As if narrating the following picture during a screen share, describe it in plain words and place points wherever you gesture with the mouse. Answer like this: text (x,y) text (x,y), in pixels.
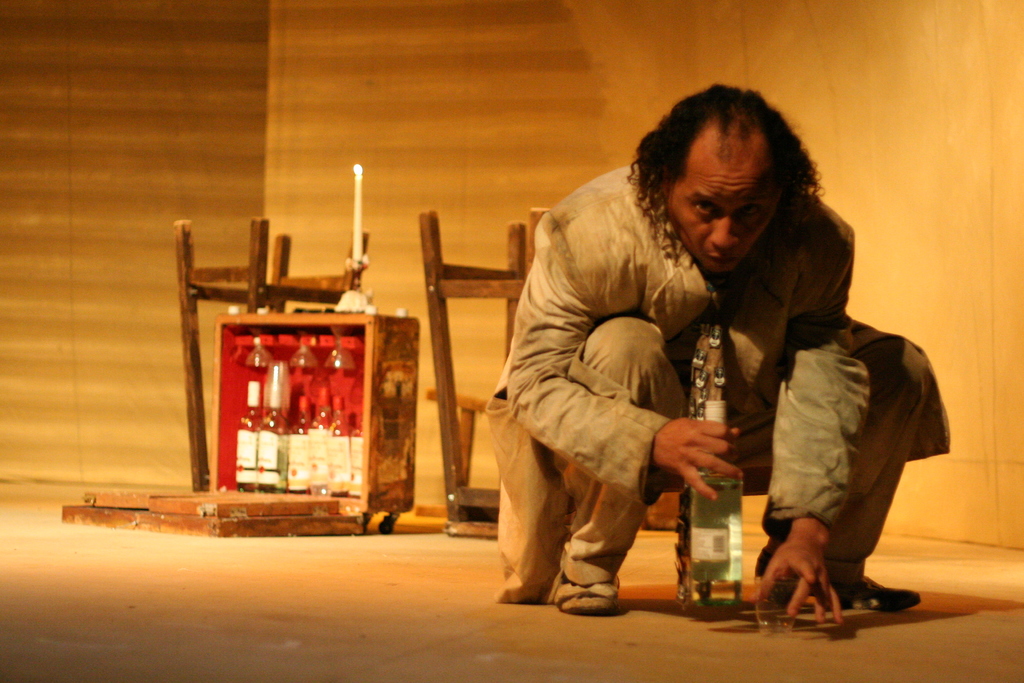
In the foreground of the picture (584,412) there is a person (710,440) holding a bottle (740,528) and glass (781,624). Beside him there are bottles (272,408) and chairs (437,320). In the background (396,269) there is a wooden wall (374,45).
